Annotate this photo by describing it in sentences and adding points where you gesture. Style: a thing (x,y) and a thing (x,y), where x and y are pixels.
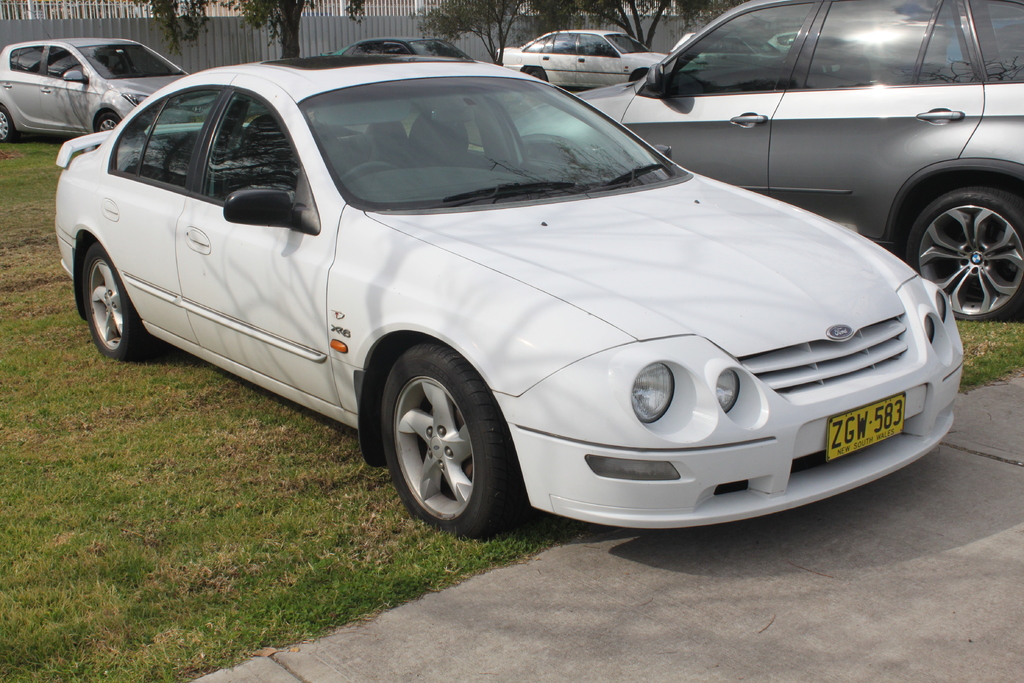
In this image we can see there are few cars (474,279) parked on the surface (264,451) of the grass (183,531). In the background (142,29) there is a metal fencing (225,39) and trees (441,28).
